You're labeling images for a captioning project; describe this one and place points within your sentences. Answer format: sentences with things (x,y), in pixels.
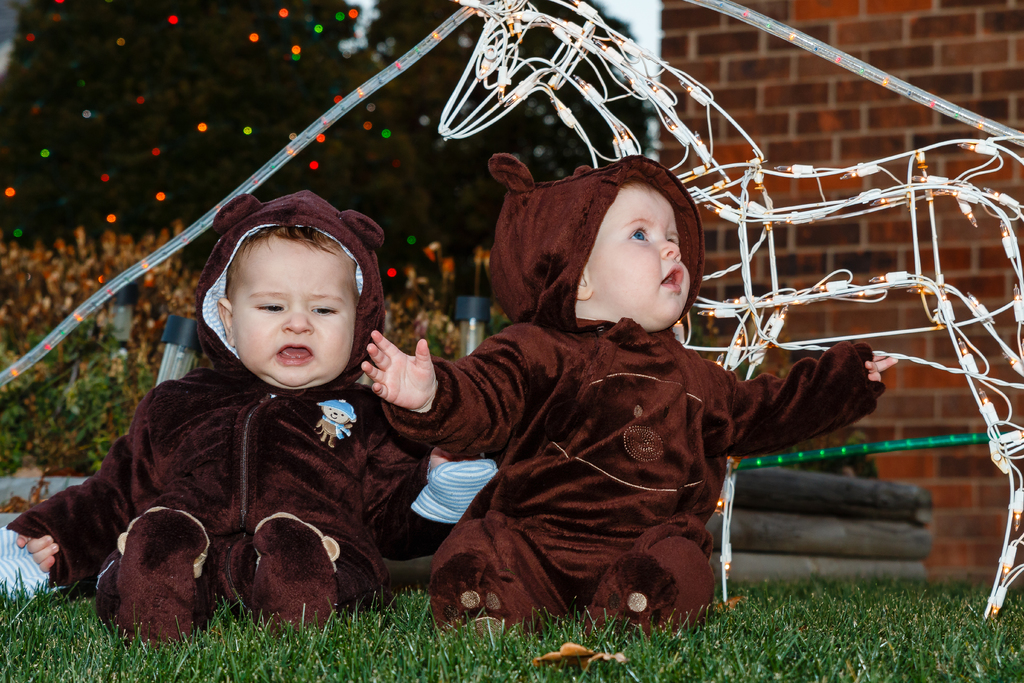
In this image two babies (419,373) are sitting on the ground (349,645). On the right side (718,164) there are some lights (510,77) along with the wires (766,298). In the background (805,105) there is a wall (783,99). On the left side (84,218) there are some trees (174,160) and lights (108,218).
